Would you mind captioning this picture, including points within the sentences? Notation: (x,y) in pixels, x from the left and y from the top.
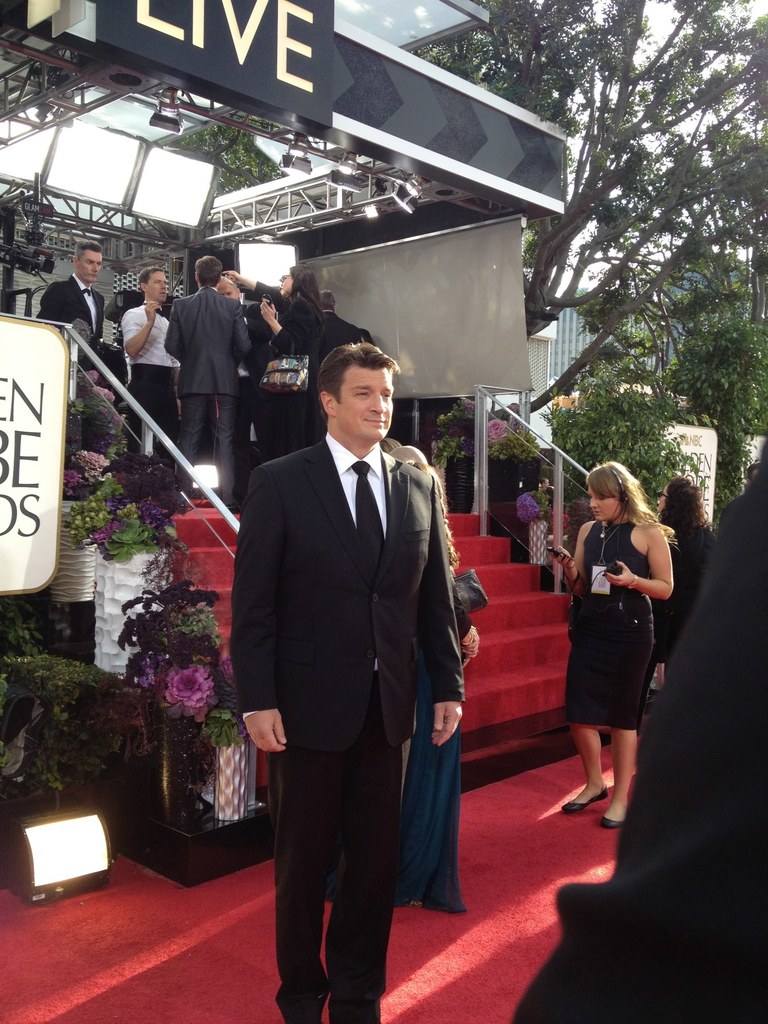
In this image I can see a person (373,539) wearing black and white colored dress (373,539) is standing. I can see the red colored stairs (492,593) and floor (521,840), the railing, few plants (107,696), few flowers (80,520), few metal rods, few lights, few persons (226,412), few trees (711,251) which are green in color and the sky (642,79).
